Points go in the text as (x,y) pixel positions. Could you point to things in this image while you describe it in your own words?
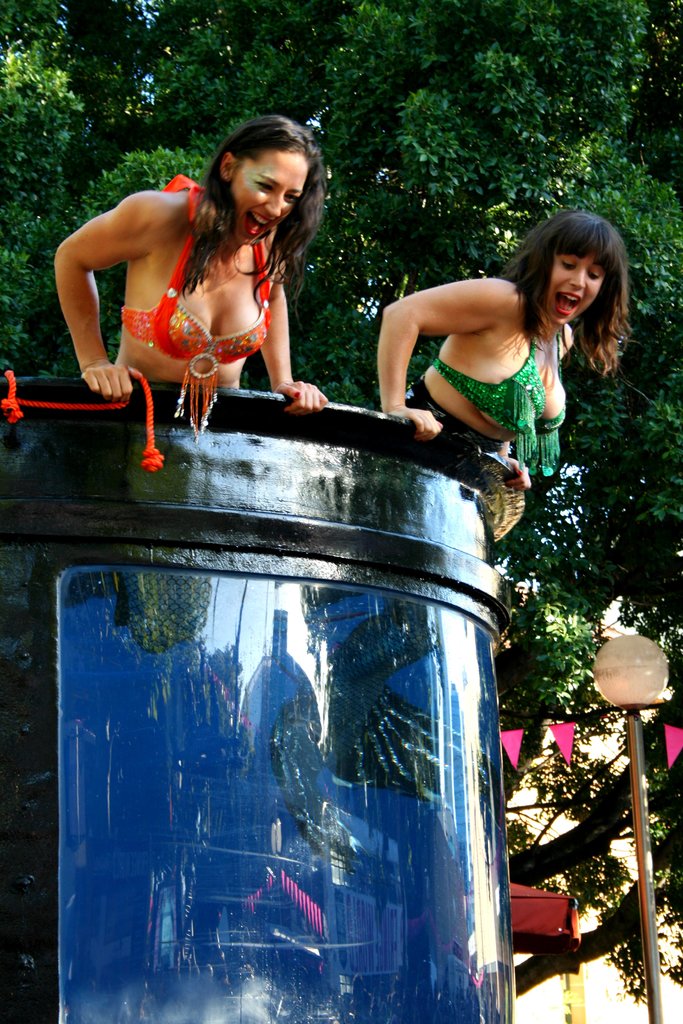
This picture is clicked outside. In the foreground (292,514) there is a metal object (316,641) and a lamp (632,671) attached to the pole (637,756) and we can see the flags (555,729) hanging on the rope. At the top (557,281) we can see the two women (481,393) holding a black color object (370,426). In the background (507,119) we can see the trees (415,180).
